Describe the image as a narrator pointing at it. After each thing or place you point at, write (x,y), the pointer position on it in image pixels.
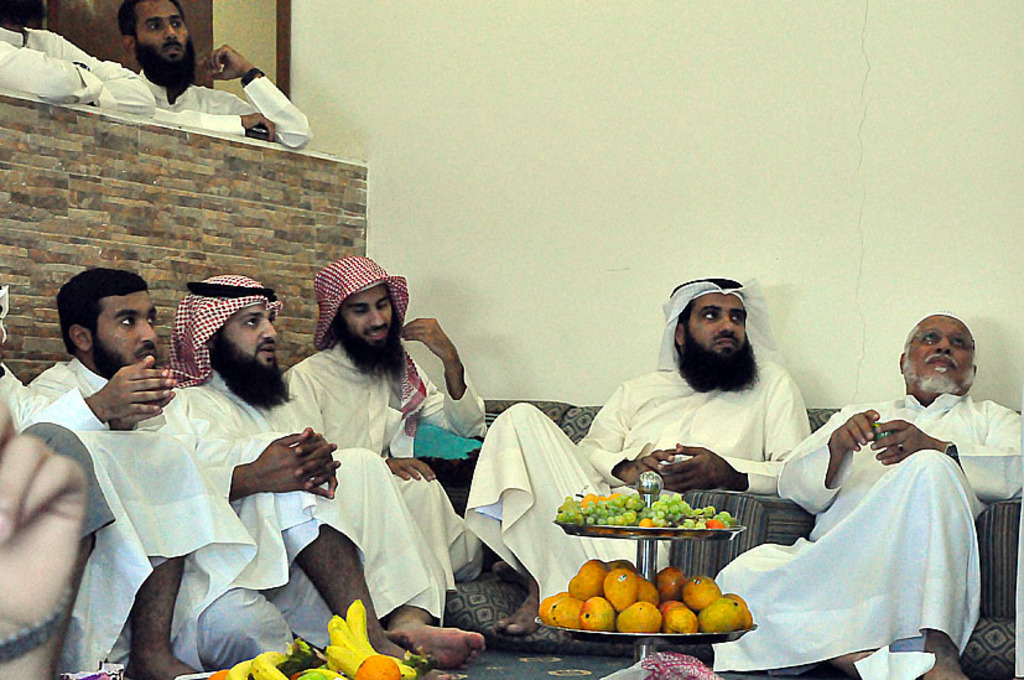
In this image I can see there are few persons (923,384) sitting on the floor (482,668), in front of them I can see plates (631,539), on the plates (622,527) I can see fruits (612,504) and some fruits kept on the floor (559,656). In the background (288,283) I can see the wall (635,88), on the left side (11,234) I can see wall (115,137), in front of the wall (104,136) I can see two persons (6,80) standing back side of the wall (56,124).
